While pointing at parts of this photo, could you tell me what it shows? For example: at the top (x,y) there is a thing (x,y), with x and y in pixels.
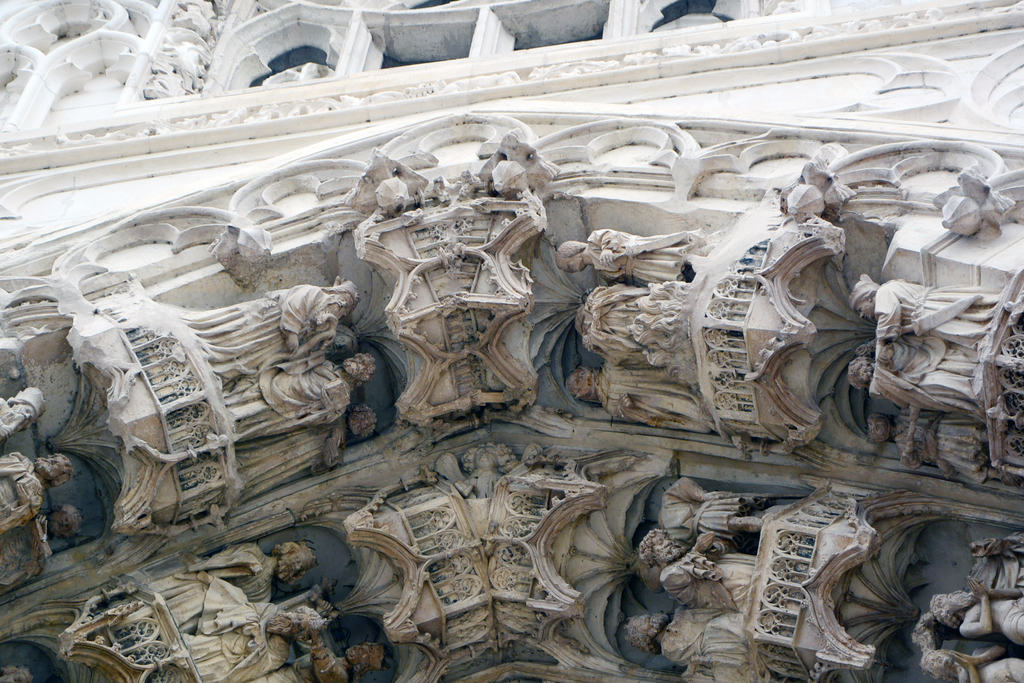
In this picture we can see a wall (737,193), on this wall (706,411) we can see statues (668,328) and some designs (507,327) on it.
